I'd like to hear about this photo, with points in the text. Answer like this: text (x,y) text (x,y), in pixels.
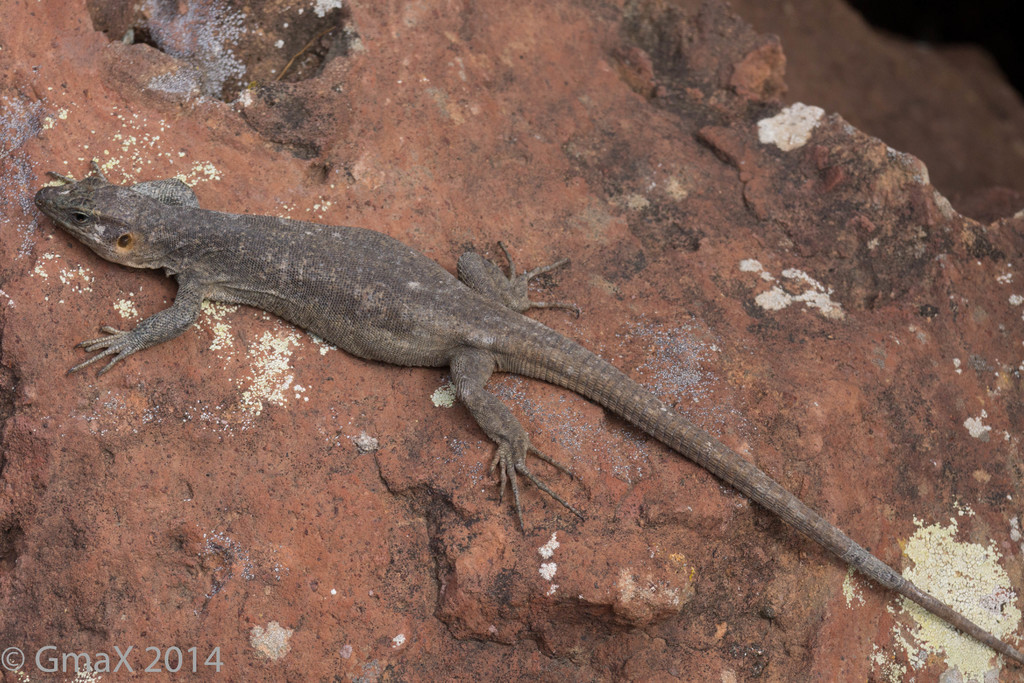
In this image I can see a lizard (310,287) which is black and brown in color on the rock (358,204) which is brown and white in color.
